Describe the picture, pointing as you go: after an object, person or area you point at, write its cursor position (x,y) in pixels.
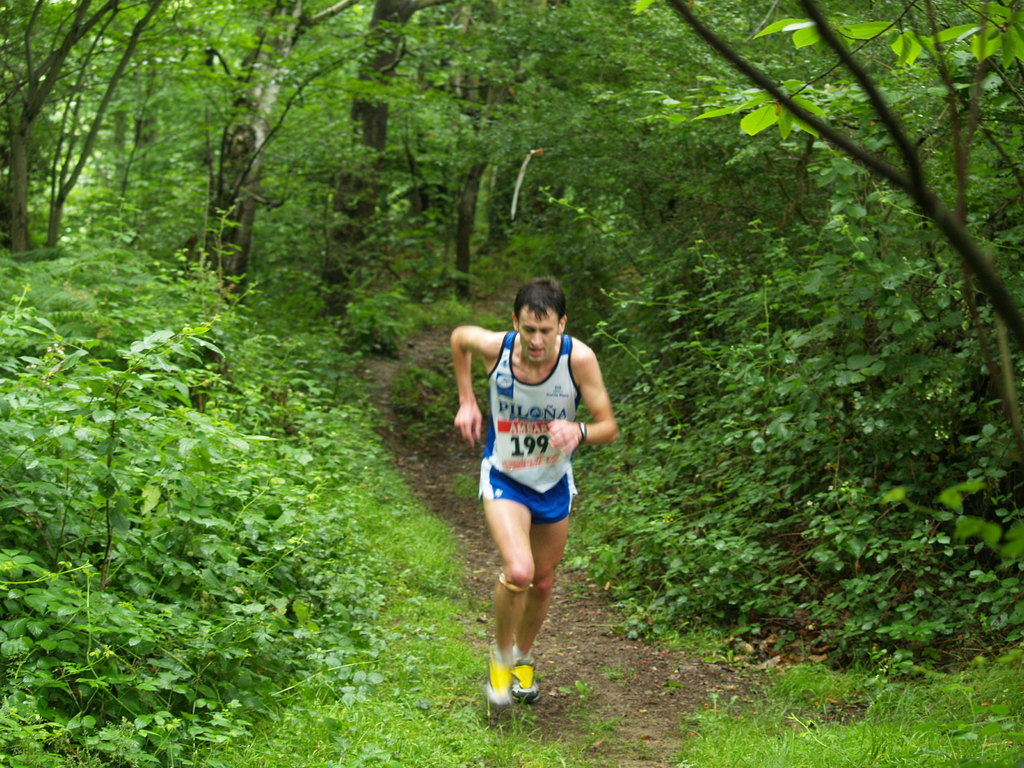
Here a man (492,432) is running on the ground (658,728). In the background (387,268) there are trees (581,12) and plants (57,740).
